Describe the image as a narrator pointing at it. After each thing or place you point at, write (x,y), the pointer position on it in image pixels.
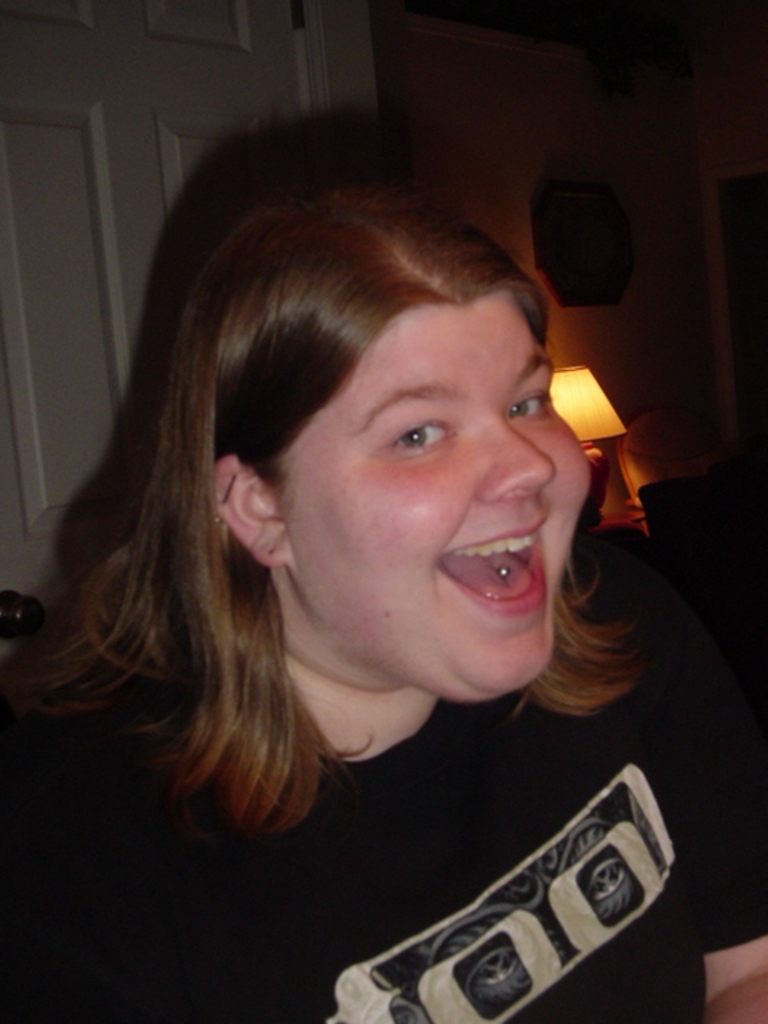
In this image we can see a lady (430,591) smiling. She is wearing a black shirt (464,829). In the background (418,114) there is a wall (442,81), door (288,131) and a lamp (602,450).
